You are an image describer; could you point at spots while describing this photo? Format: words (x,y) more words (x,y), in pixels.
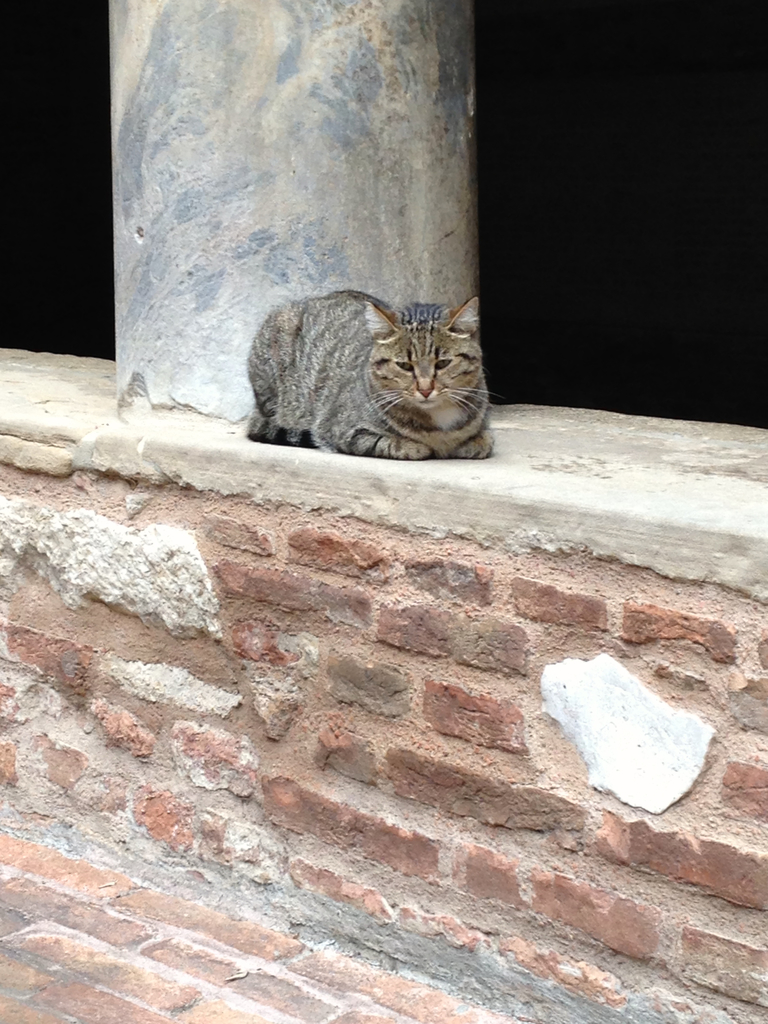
In this image, we can see a cat (377,378) lying on the wall (561,633).
